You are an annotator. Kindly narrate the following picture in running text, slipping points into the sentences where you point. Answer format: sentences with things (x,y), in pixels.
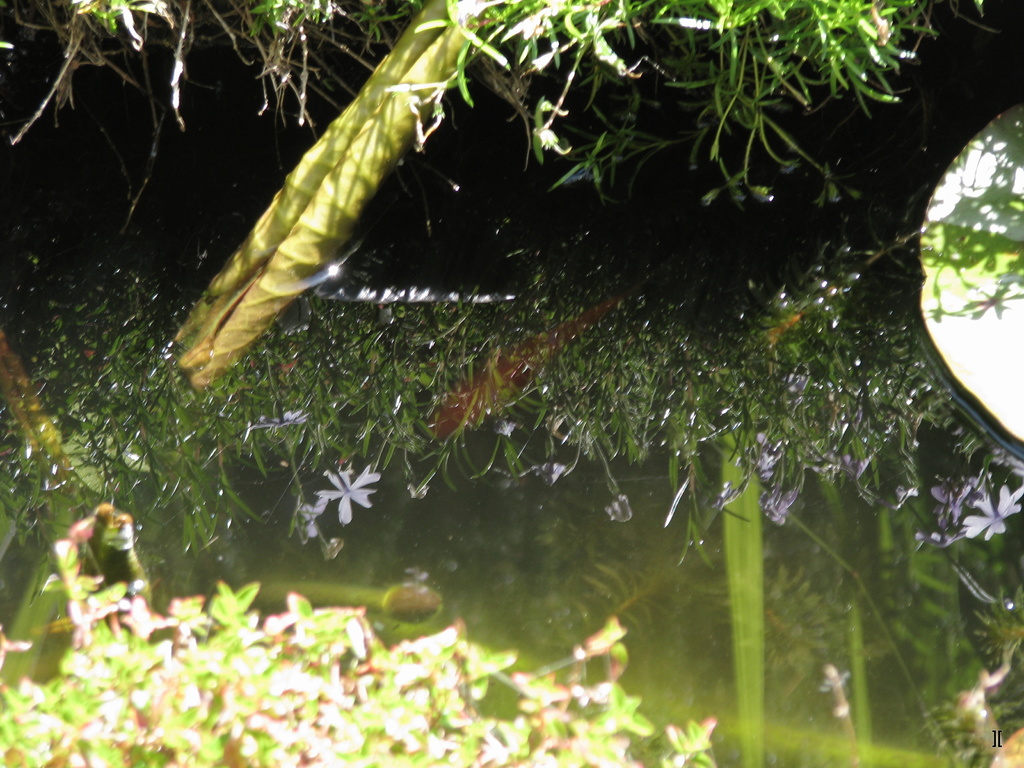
In this image there is a reflection (317,306) of plants (383,354) with flowers (955,503), and grass (230,395) on the water (355,525).
